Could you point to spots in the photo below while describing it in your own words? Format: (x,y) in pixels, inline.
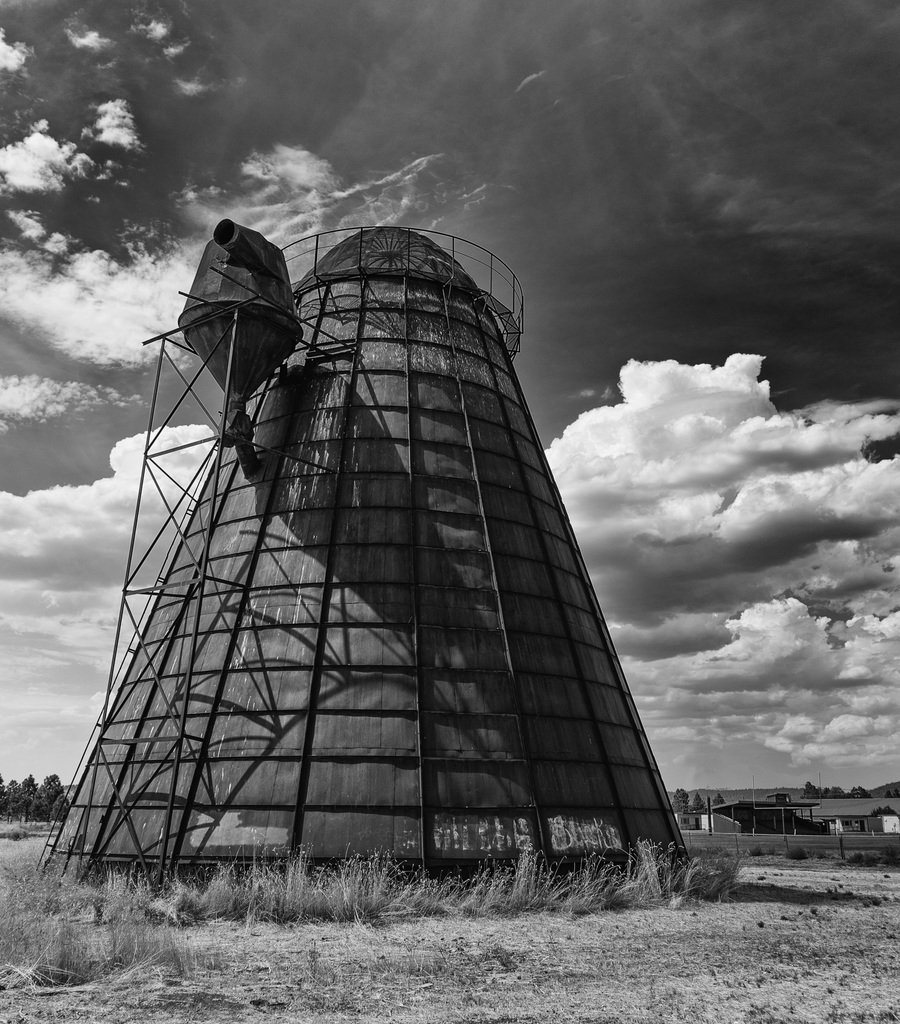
In this image there is a grass (784,860). There is a monochrome. There are trees (39,814) on the backside (42,803). There is a shed (829,803) on the right side (838,826). There are clouds (658,498) in the sky (578,495).
